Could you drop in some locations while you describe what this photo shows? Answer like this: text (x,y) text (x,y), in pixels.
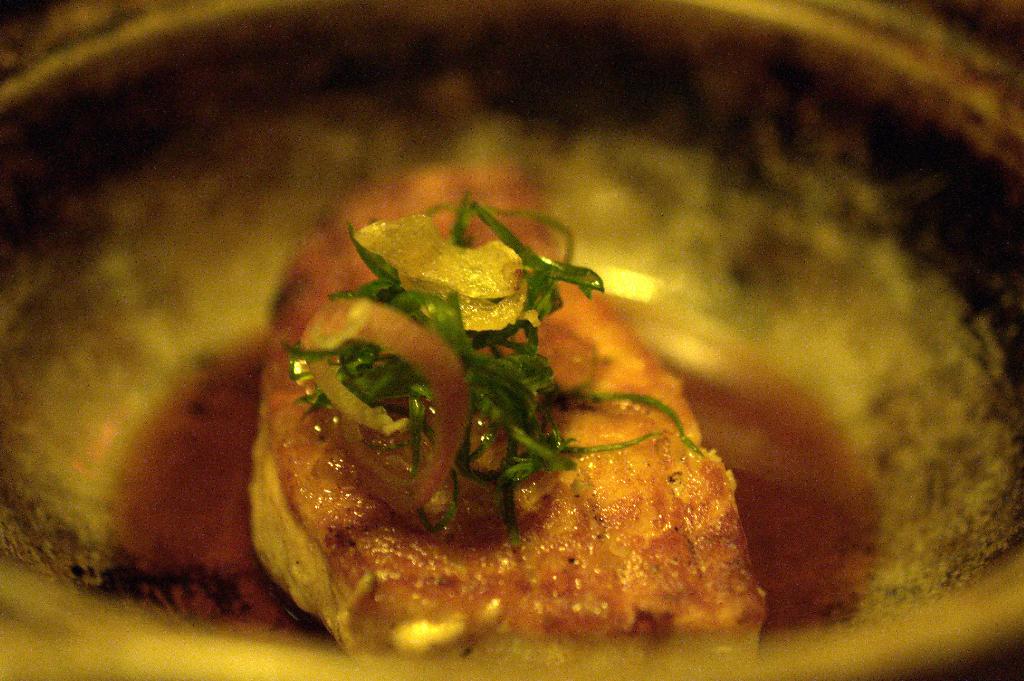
In this image we can see a food item (470,433) in a bowl (787,92), and the background (184,111) is blurred.
